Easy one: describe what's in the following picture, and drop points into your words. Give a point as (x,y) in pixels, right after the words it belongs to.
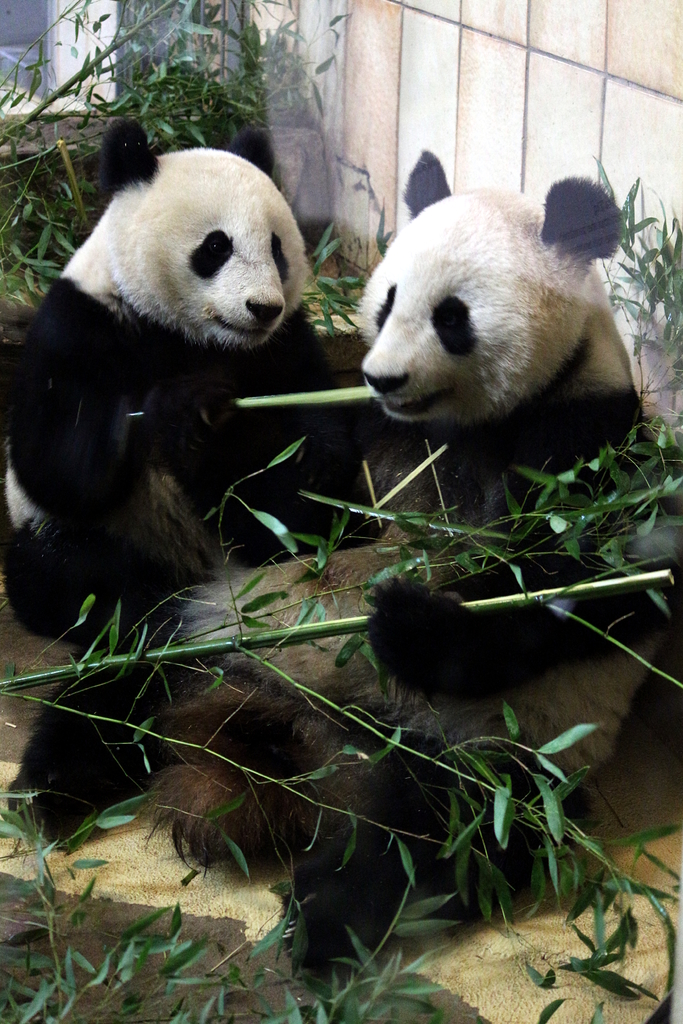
In this image we can see two animals (288,318) such as pandas (293,278) sitting. And we can see the wall (89,50) and the plants (638,884).
